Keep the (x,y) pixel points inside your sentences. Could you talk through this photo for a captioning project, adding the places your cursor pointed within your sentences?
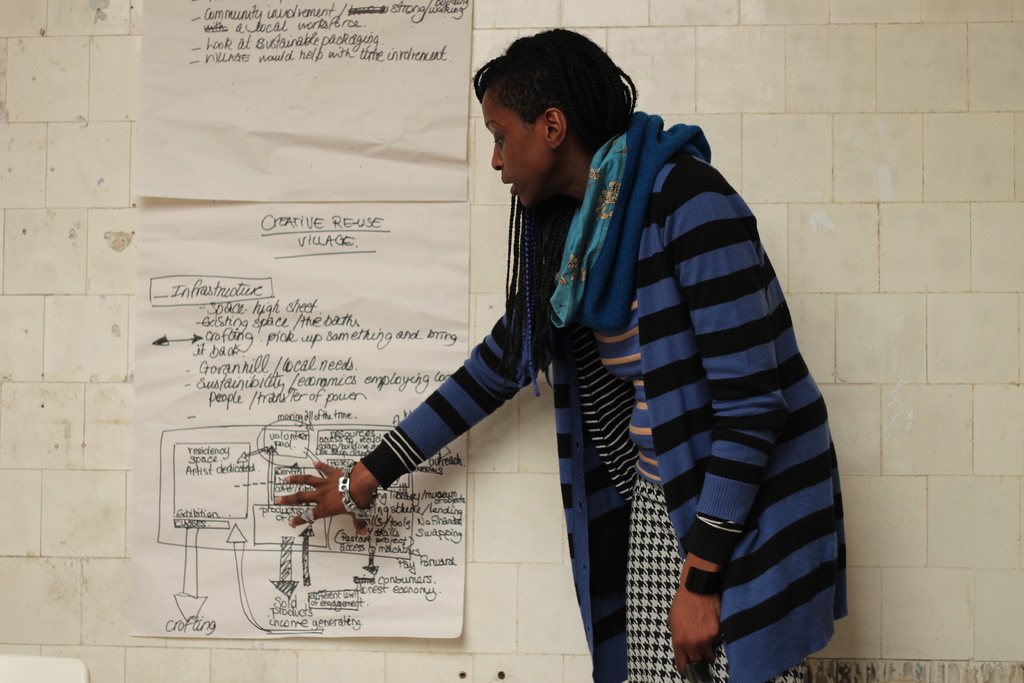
In the picture we can see a woman (640,479) wearing multi color dress (681,382) standing near the wall (801,254) and we can see some papers (315,285) attached to the wall (52,548) and there are some words (196,391) written on it.
